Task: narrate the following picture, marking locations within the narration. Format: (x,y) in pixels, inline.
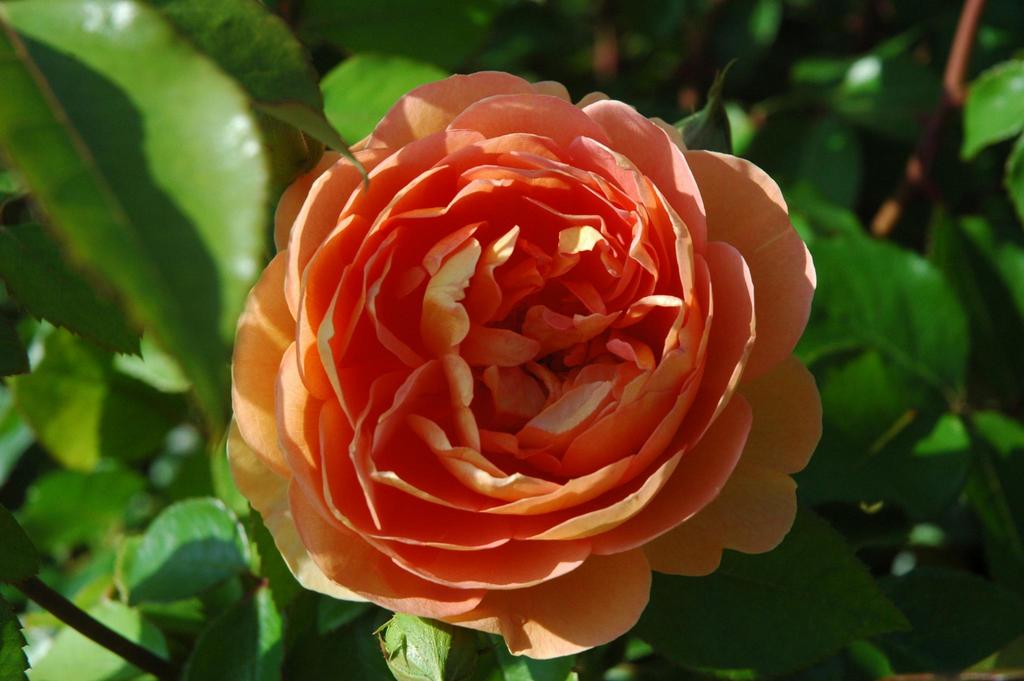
In this picture we can see a rose flower (474,408) and in the background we can see trees (2,496).
